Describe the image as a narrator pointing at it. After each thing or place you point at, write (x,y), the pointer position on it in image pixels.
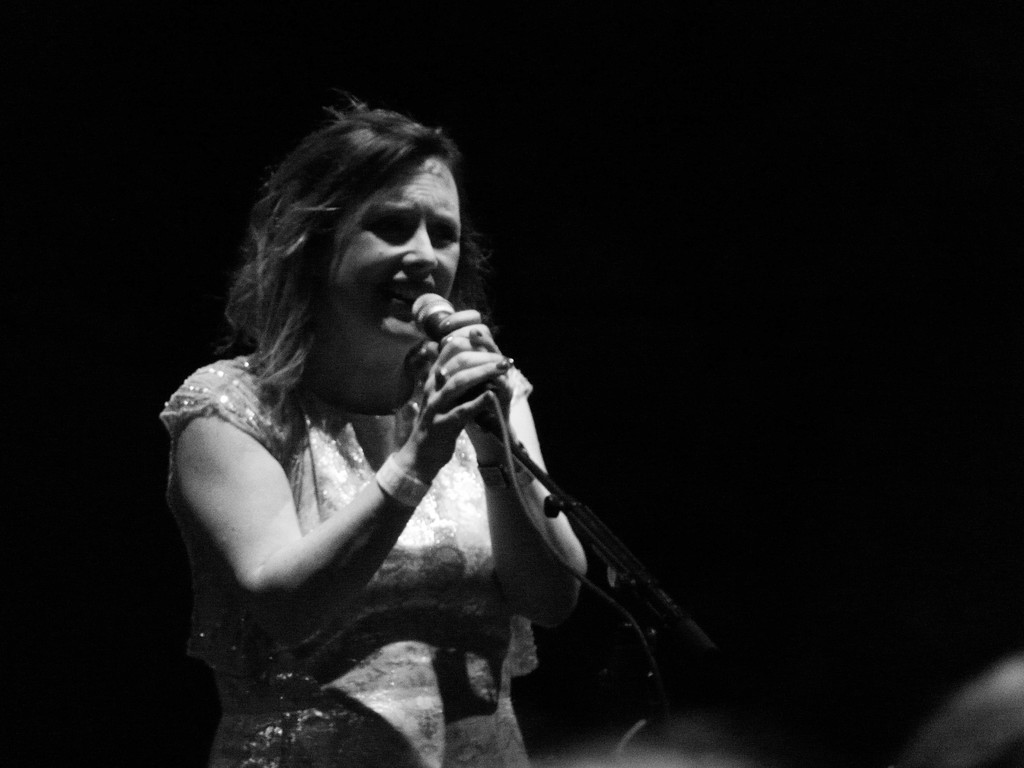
In this image I can see a person (307,536) standing holding microphone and singing, and the image is in black and white.
